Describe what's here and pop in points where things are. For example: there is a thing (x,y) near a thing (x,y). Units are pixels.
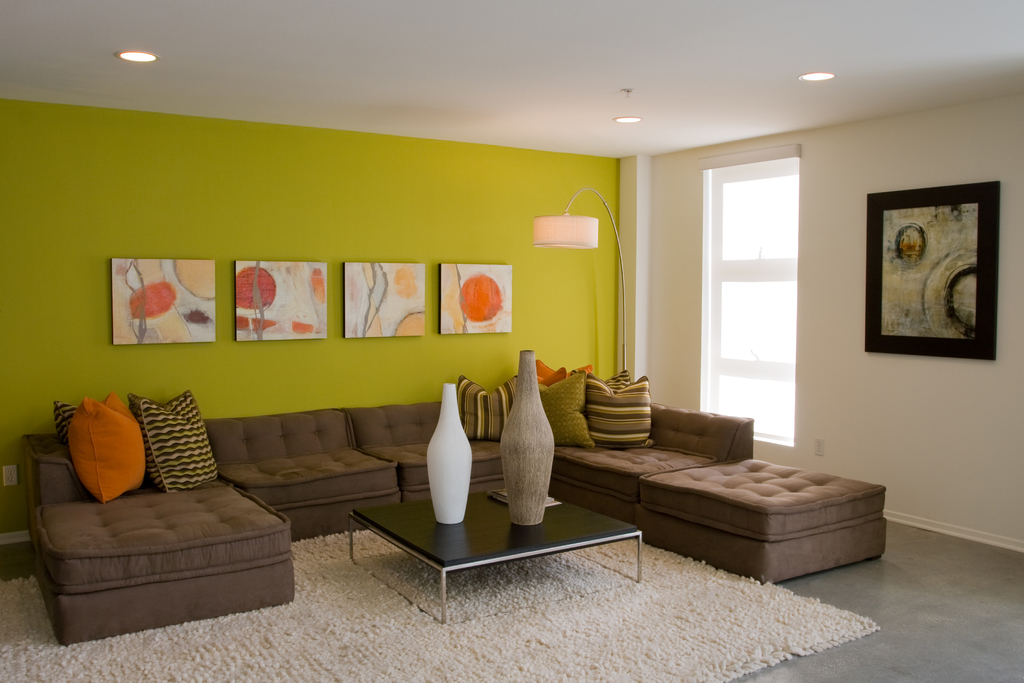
As we can see in the image there is a green color wall (338,207), lamp (540,232), window (761,260), photo frame (990,282), sofas (151,513) and pillows (158,440) and in front of sofa (394,501) there is a table (493,547). On table (492,504) there are pots (464,504).
